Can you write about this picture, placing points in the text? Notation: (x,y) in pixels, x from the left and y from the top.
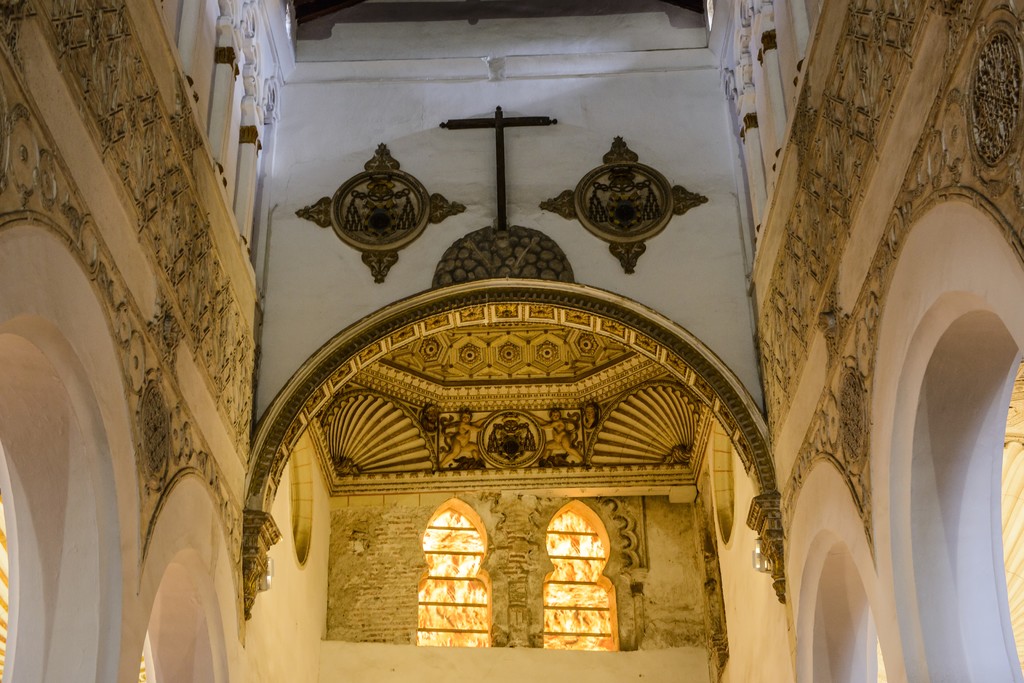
In this image I can see the inner part (458,354) of the building (508,413). I can see some grey color objects (381,217) to the wall (409,130). At the down there are windows (481,565). I can also see the art (132,138) to the wall (924,45).
